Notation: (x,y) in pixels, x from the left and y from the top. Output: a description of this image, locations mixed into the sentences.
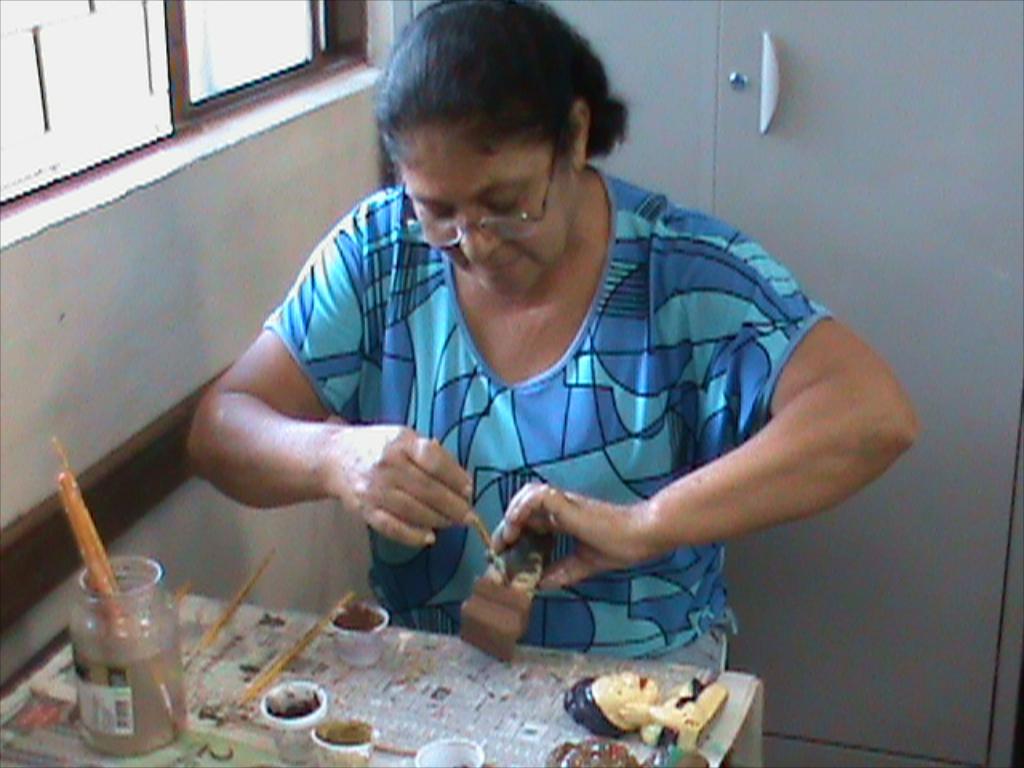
In the center of the image (602,453) we can see one woman (699,490) is sitting and she is holding some objects (537,539). And we can see she is wearing glasses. In front of her, we can see one table (329,713). On the table (256,709), we can see one jar (135,657), glasses (300,736), bowls (372,732), paint brushes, one toy (643,720) and a few other objects (667,748). In the background (225,206) there is a wall (167,230), window (181,123) and cupboard (753,92).
